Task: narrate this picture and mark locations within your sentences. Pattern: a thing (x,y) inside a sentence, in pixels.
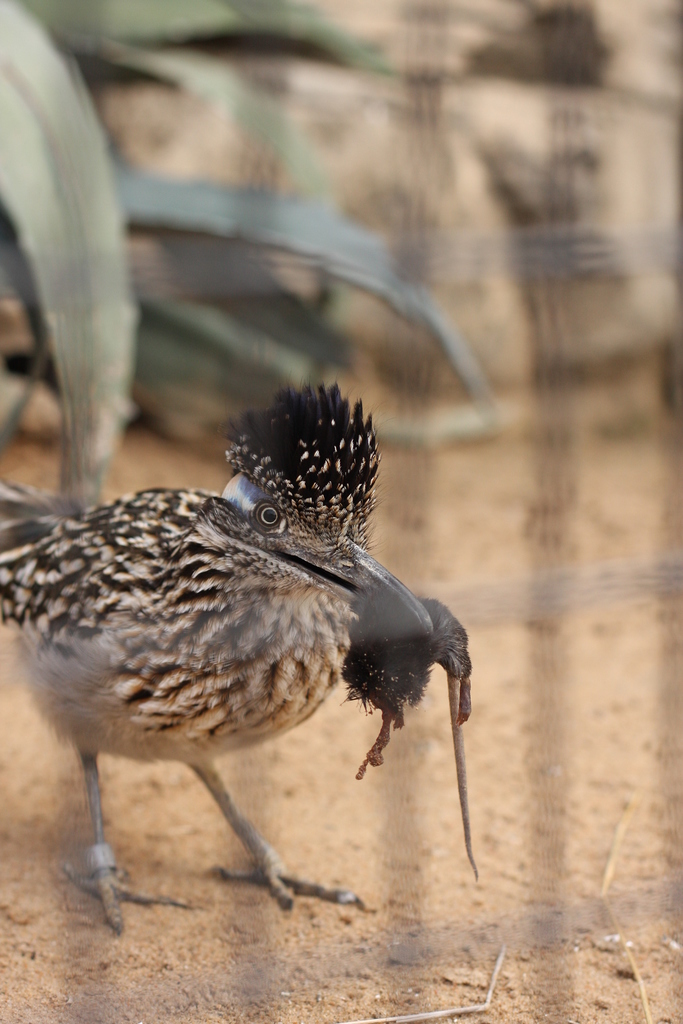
In this image, we can see a bird (169,535). There are leaves (231,193) in the top left of the image (222,228). In the background (575,208), image is blurred.
